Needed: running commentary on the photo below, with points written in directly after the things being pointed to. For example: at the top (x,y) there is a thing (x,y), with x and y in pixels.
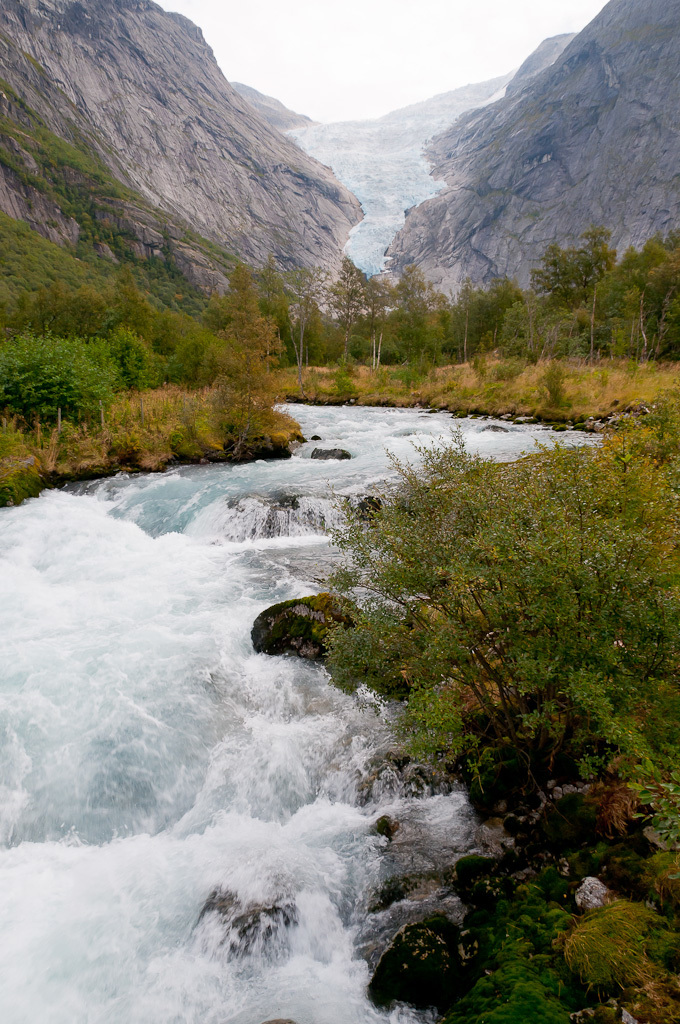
This picture consists of valley (392,558) in the image, there is greenery (403,371) and mountains (316,195) in the image.
